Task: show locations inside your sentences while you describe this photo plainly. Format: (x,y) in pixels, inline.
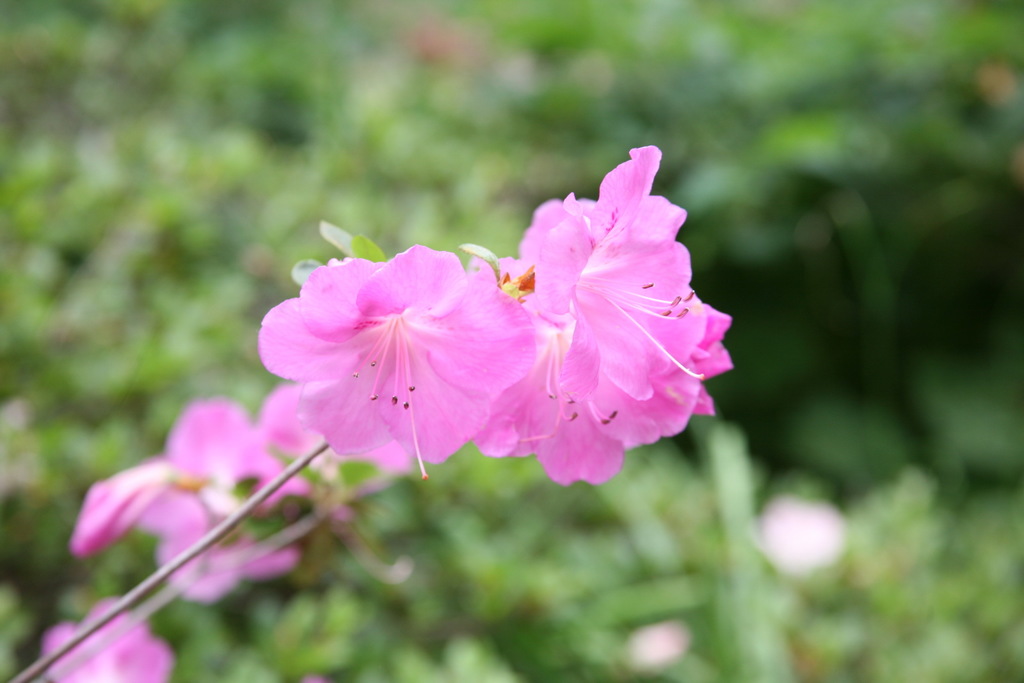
In the foreground of the picture (415,283) there are flowers (519,271). The background (9,398) is blurred. In the background (422,543) there are plants (168,317) and flower (207,454).
